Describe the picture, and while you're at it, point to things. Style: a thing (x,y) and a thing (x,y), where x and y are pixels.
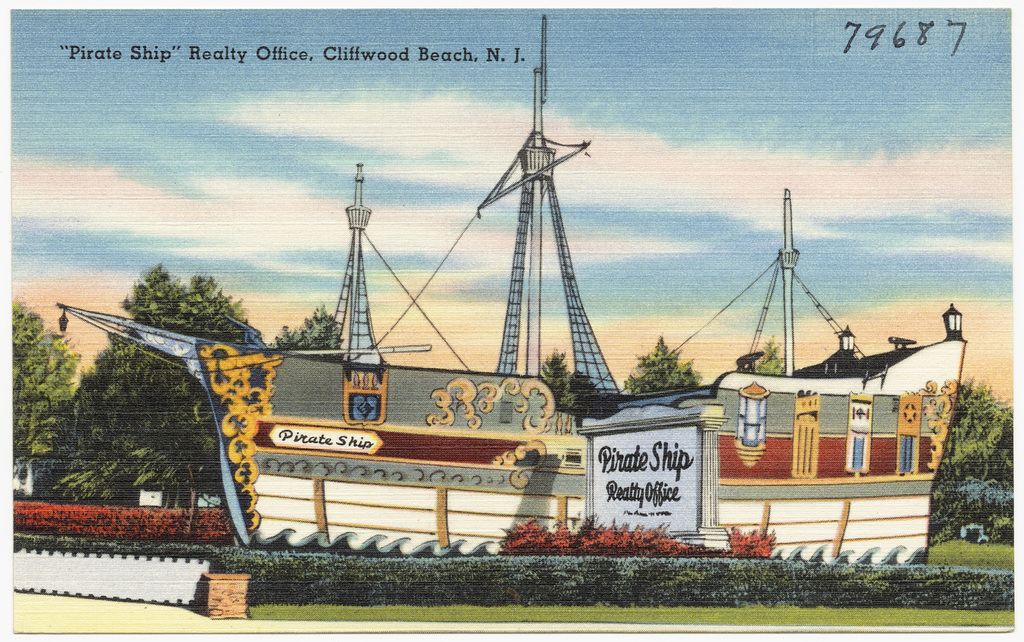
This is a poster. Here we can see a boat (747,468), boards (324,429), poles (353,351), plants (356,581), and trees (169,372). In the background (392,145) there is sky (701,225) with clouds (709,192).
